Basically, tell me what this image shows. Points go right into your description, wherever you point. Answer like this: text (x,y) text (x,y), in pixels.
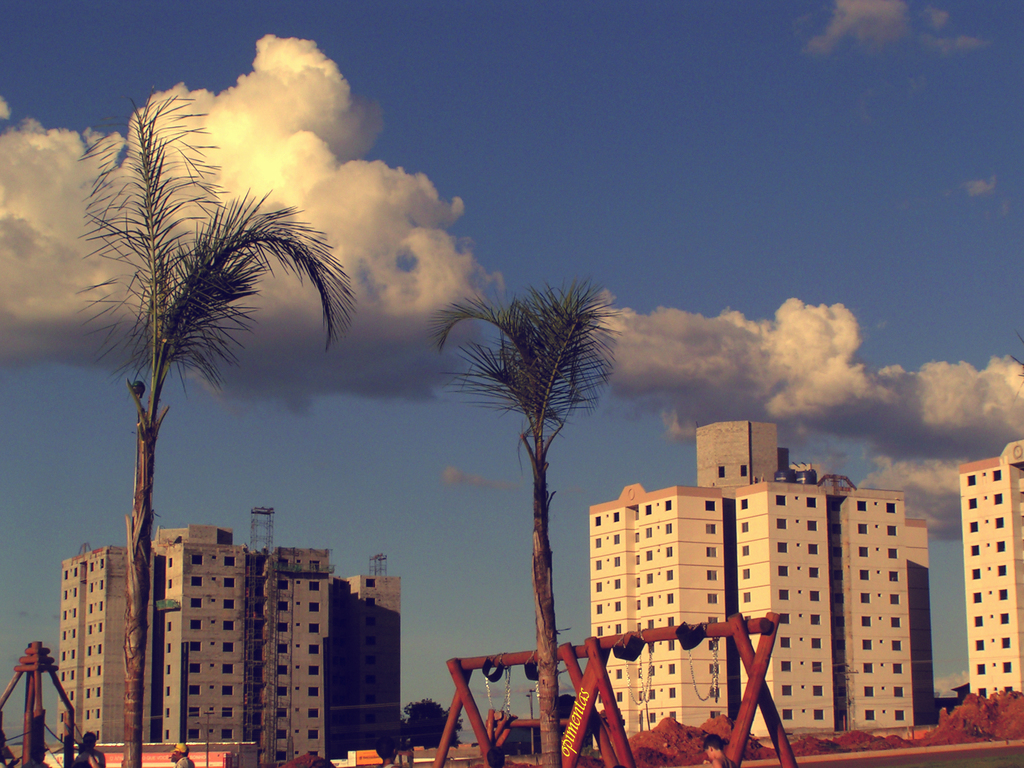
In this image there are buildings (389,605) and trees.
